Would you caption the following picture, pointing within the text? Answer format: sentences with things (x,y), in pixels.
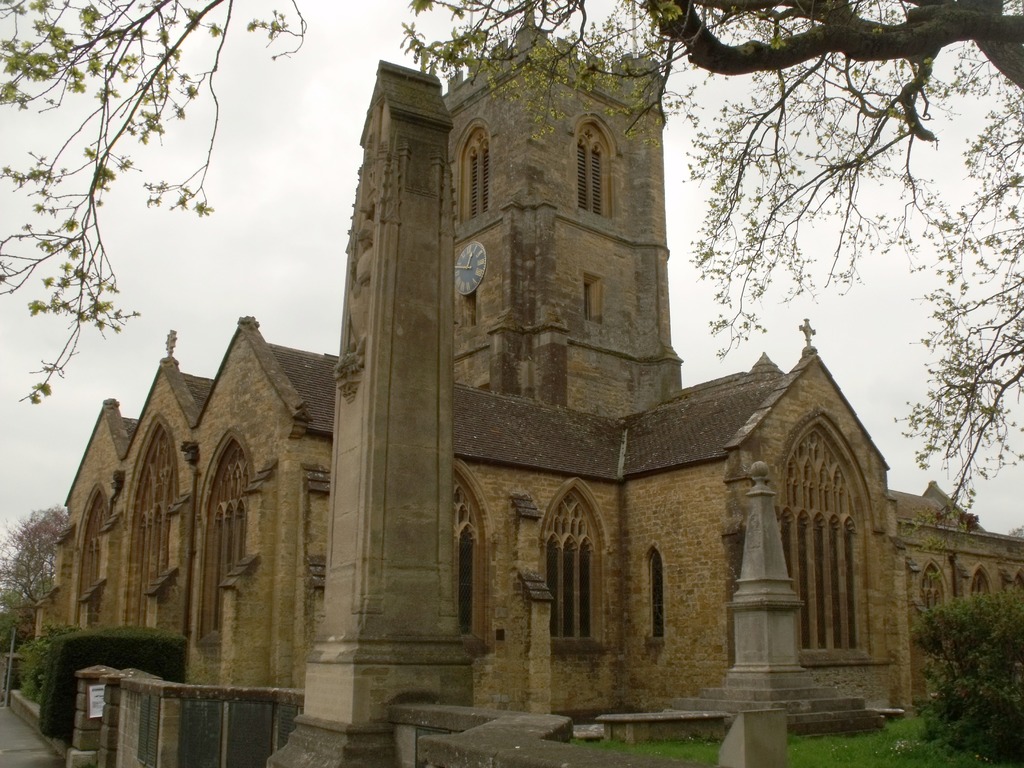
In this picture we can see a building (512,547) here, there is a clock (460,276) here, at the bottom (867,742) there is grass (876,746), we can see some bushes (82,645) here, there is a tree (914,46) here, we can see sky (318,173) at the top of the picture (305,172).
